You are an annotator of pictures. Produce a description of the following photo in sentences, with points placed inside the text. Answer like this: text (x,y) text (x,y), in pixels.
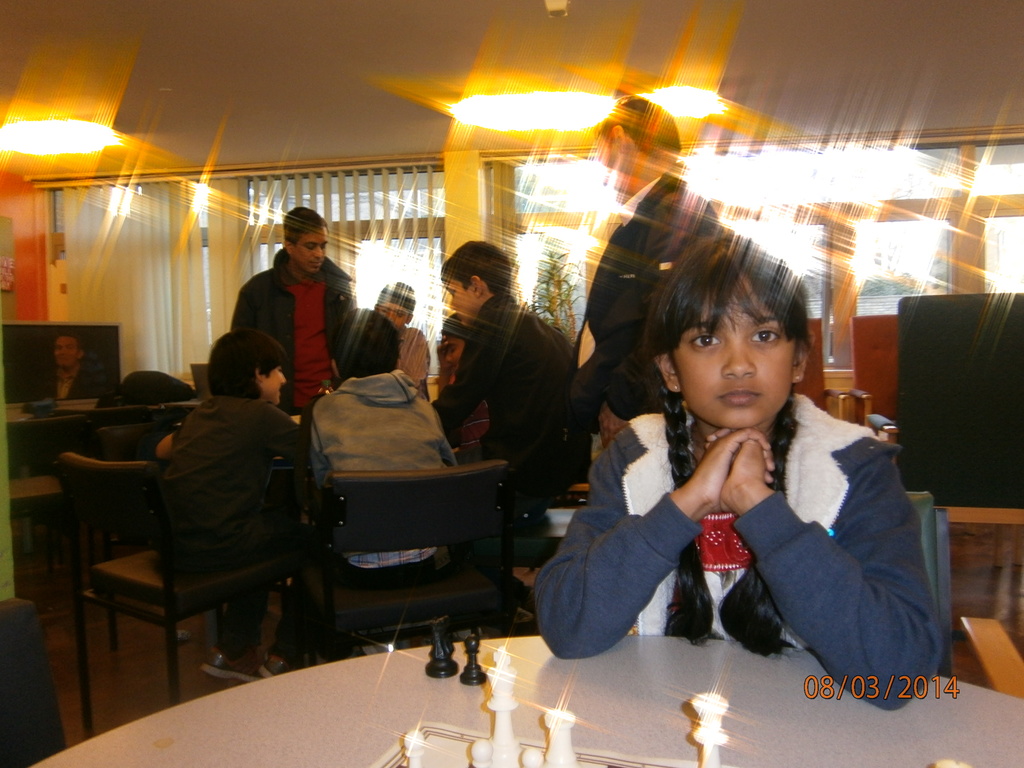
It is a room (395,160), there are some kids (422,388) inside the room (804,555) the first kid (804,555) is sitting on the chair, there is a table (219,738) on which the chess board (500,742) is placed, it seems like the kid (846,593) is playing the chess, in the background (168,270) there are some curtains (187,272) and windows (550,211), outside the window (575,277) there are some trees (556,299).
